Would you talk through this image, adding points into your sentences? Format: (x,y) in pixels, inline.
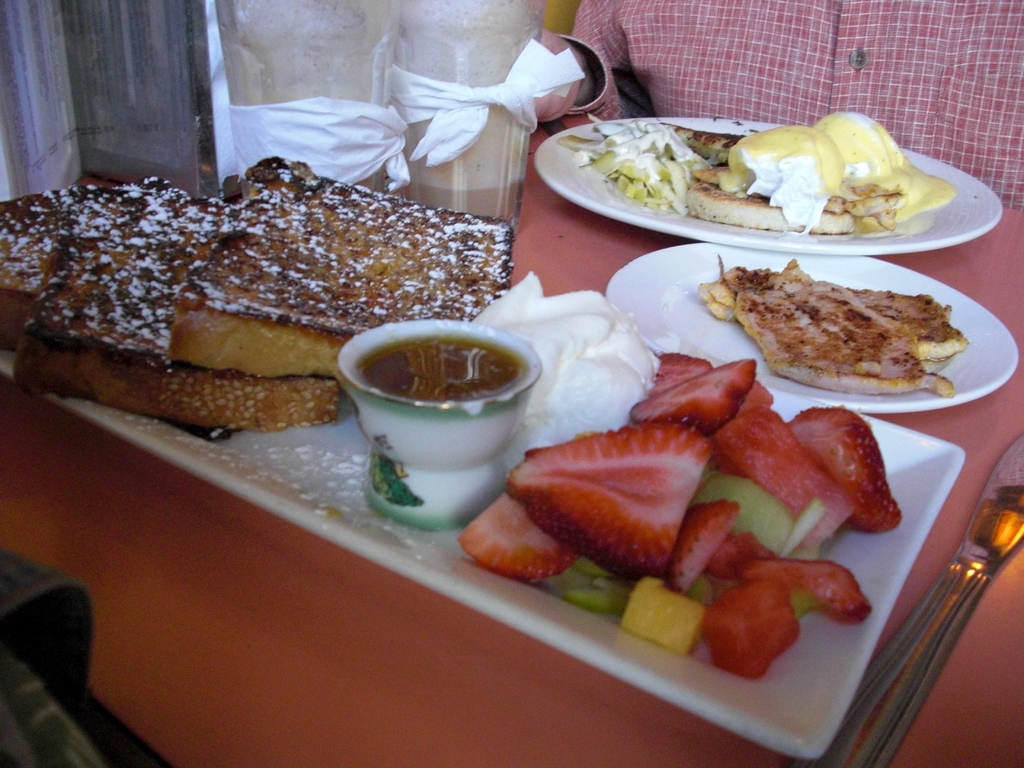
Here in this picture we can see a table (239,545), on which we can see a plate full of French toast (250,343), strawberries (734,382), salad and whipped cream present on the plate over there and we can also see glasses (468,36) of drinks (419,56) present and we can also see butter knife (985,498) present on it over there and behind it we can see a person (654,112) present over there.
